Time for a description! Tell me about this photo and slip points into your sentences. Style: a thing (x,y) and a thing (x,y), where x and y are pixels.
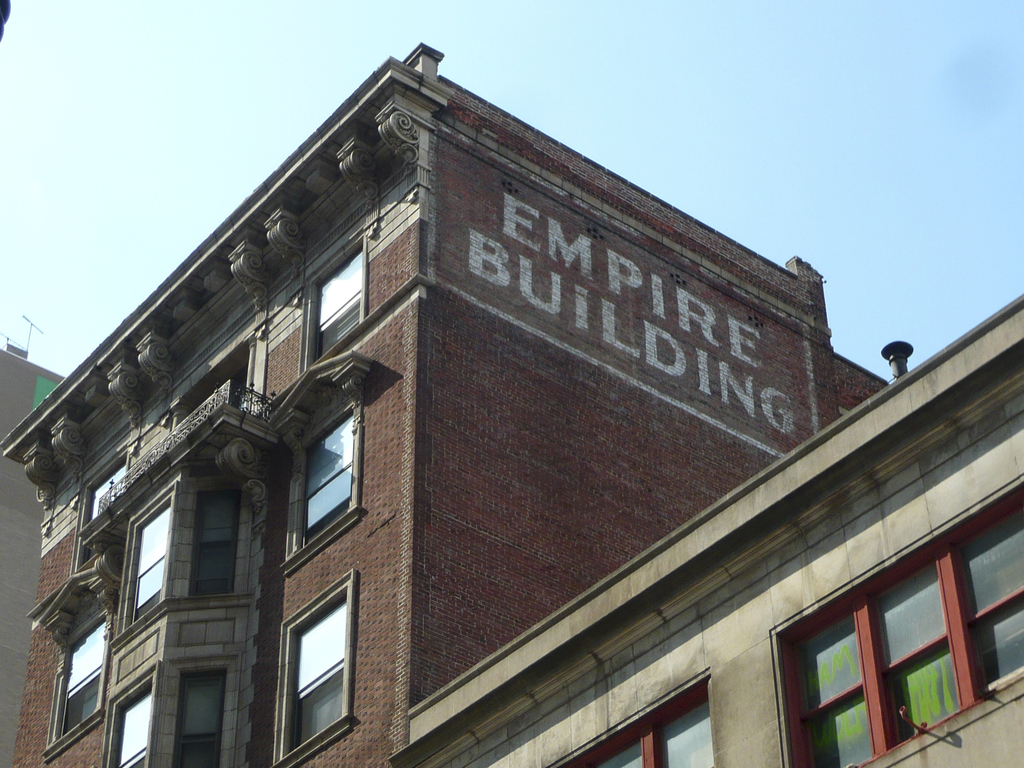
In this image there is some text (551,300) painted on the building (345,530) having windows (155,584). Background (3,507) there are buildings (995,532). Top of the image (804,165) there is sky (804,165).
